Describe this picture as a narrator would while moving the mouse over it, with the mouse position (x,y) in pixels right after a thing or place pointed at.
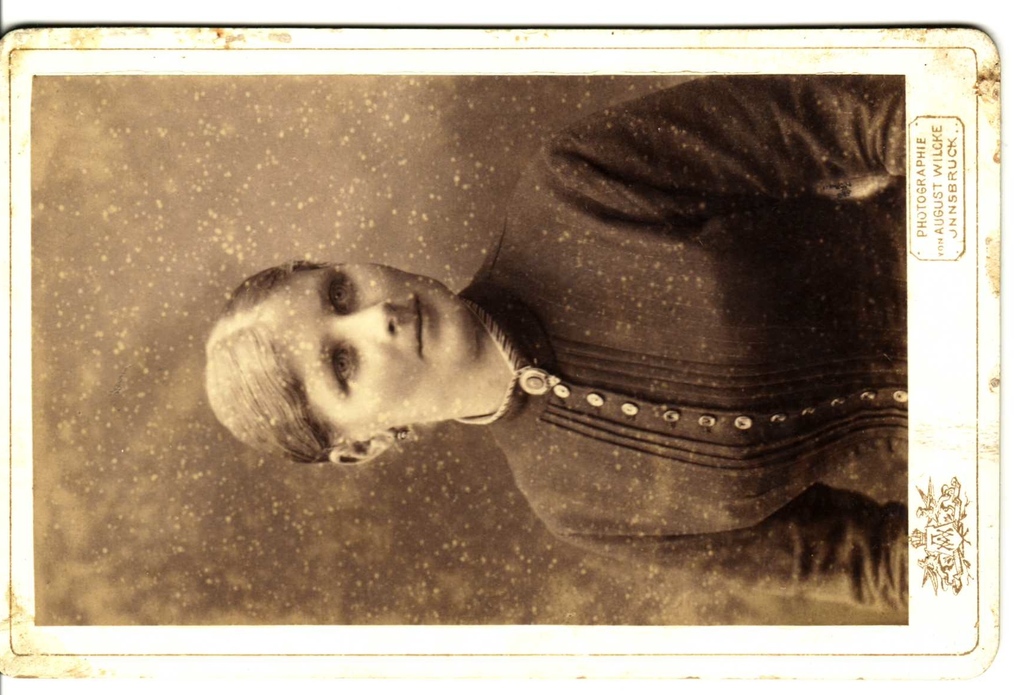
In this image we can see a black and white picture of a woman (561,376) wearing dress (726,333). In the bottom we can see some text (956,224) and a logo (967,534).
